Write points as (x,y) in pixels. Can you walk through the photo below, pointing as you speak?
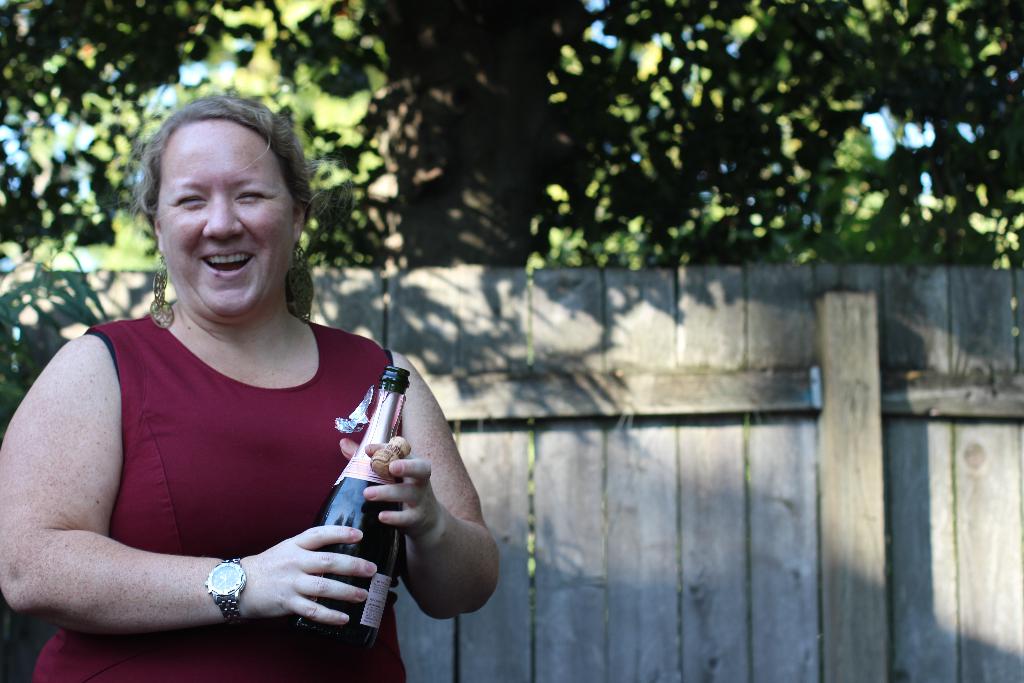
In this picture we can see a woman (171,673) who is holding a bottle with her hands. She is smiling. On the background (614,172) there are trees (828,118).
